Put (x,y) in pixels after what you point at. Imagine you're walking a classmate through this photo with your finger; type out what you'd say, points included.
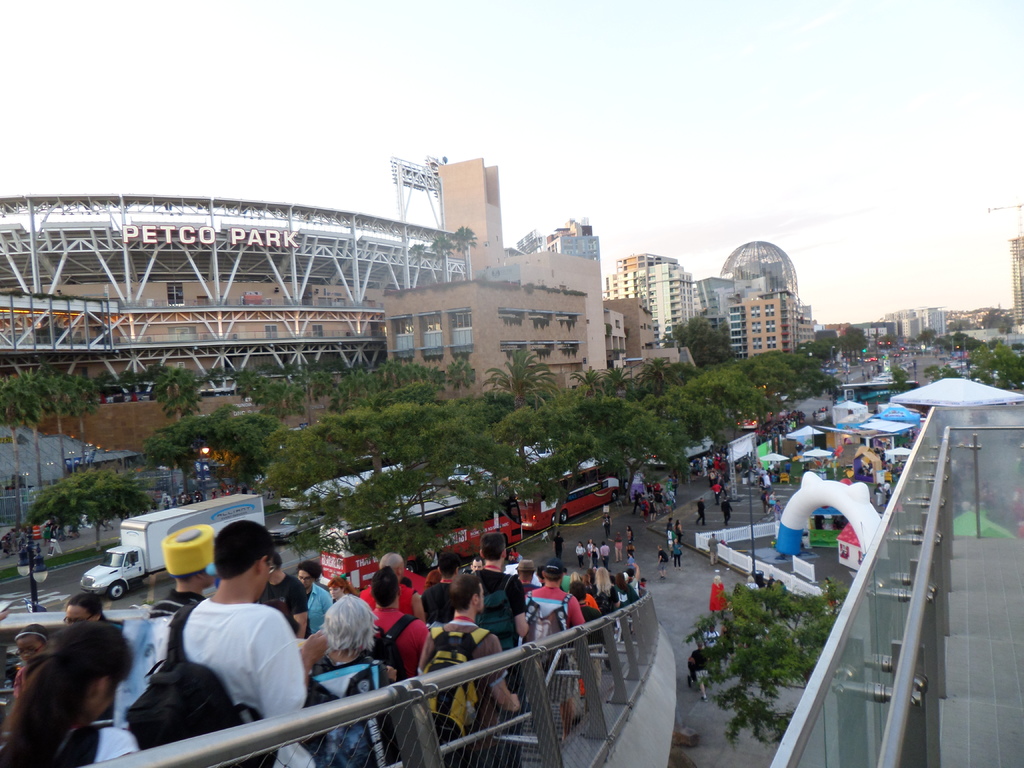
In this there is the sky (741,130) truncated towards the top of the image (815,127), there are buildings (628,284), there are buildings (1017,281) truncated towards the right of the image (1022,306), there are buildings (30,331) truncated towards the left of the image (39,275), there is text (188,232) on the building (249,251), there are trees (521,443), there are trees (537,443) truncated towards the right of the image (994,356), there are group of persons (457,597), the persons (426,609) are wearing bags (183,672), the persons (263,677) are truncated towards the bottom of the image (181,742), there are objects (613,742) truncated towards the bottom of the image (842,746), there is an object (976,559) truncated towards the right of the image (1010,633), there is road (24,582) truncated towards the left of the image (18,593), there are vehicles (150,544) on the road (71,568), there are poles (34,590), there are streetlights (33,573), there are umbrellas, there are objects (822,513) on the ground (810,552).
